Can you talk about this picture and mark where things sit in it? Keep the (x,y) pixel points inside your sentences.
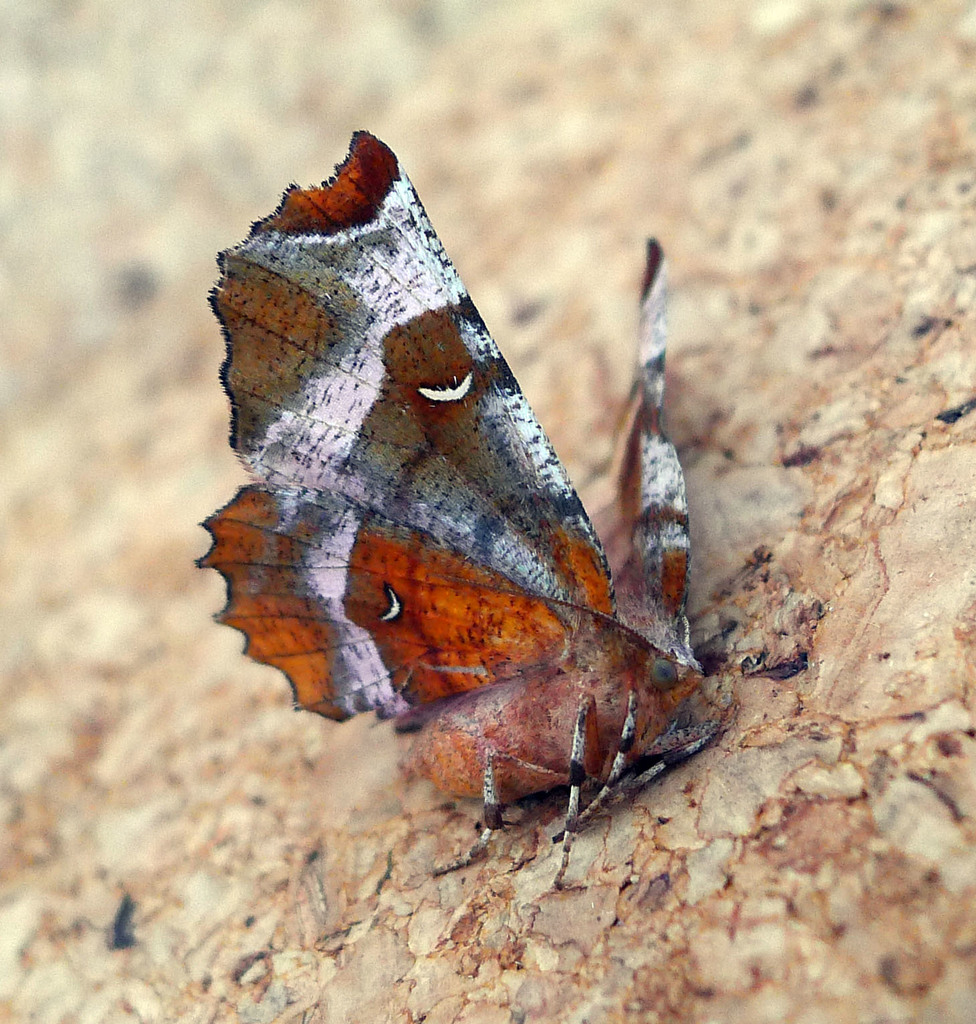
In this image there is a butterfly (421,514) on the rock (48,826).
